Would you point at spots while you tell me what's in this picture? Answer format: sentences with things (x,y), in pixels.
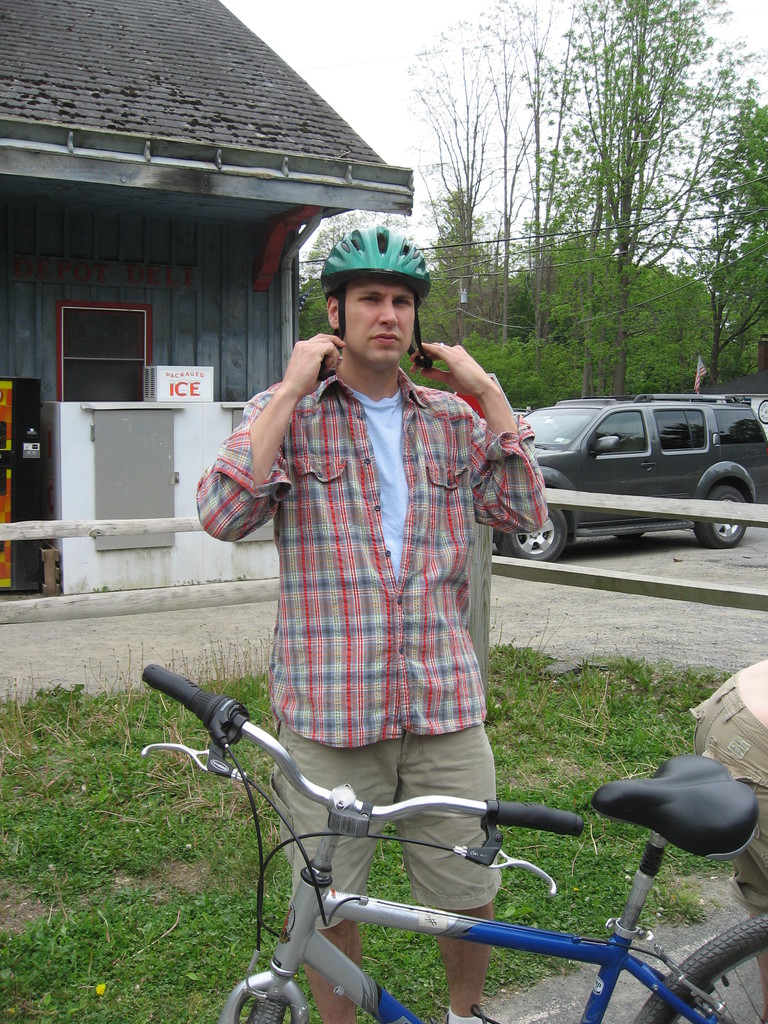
This is the man (432,535) standing. I can see a bicycle (442,919). This looks like a house (107,291) with a window (117,312) and a roof (110,45). Here is the grass (110,816). This is a car (648,480), which is parked. These are the trees (610,287) with branches (666,284) and leaves (520,287). This looks like a wooden fence (637,589). On the right side of the image (734,676), I can see another person (742,754).
